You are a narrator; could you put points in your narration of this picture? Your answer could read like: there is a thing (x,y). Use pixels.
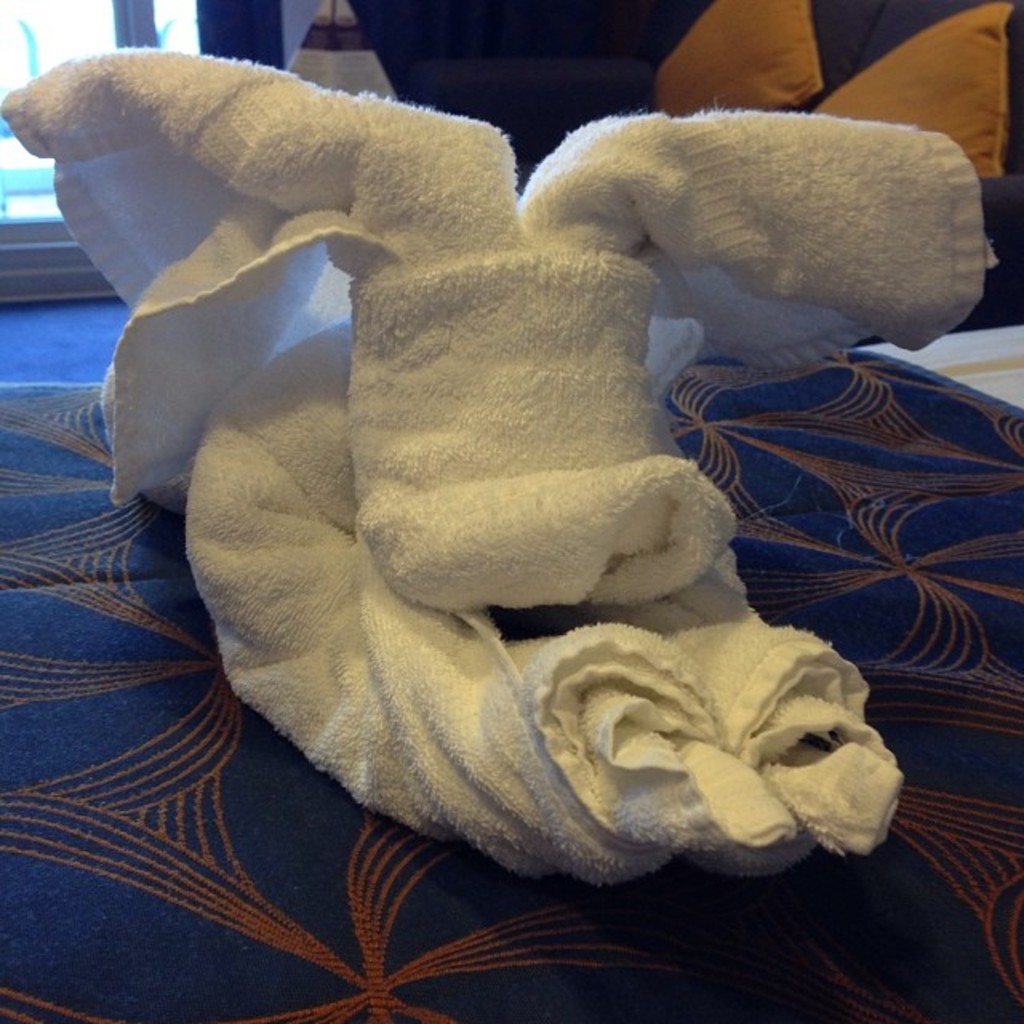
In this picture, it looks like a bed (169,524) and on the bed (76,812) there is a white towel (391,511). Behind the towel (325,754) there are some objects (922,77).
